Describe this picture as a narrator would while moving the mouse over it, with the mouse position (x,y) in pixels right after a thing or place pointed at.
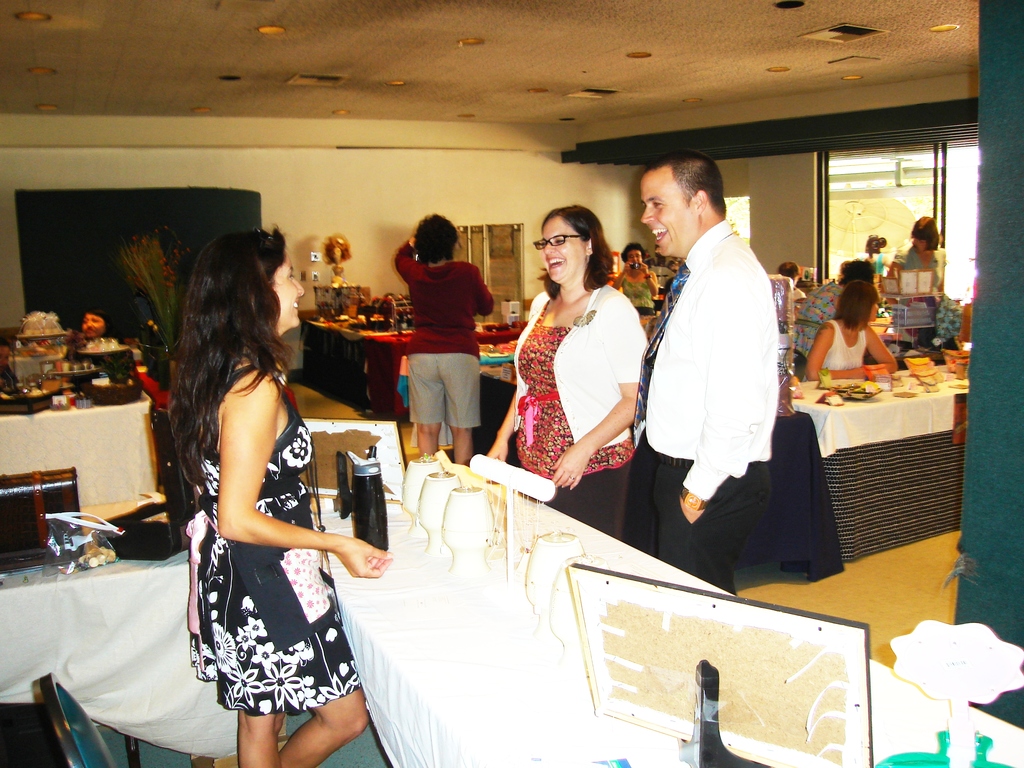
In this picture there are three members (264,635) standing. Two of them were women (246,385) and one of them was a man (676,367). All of them were smiling. In the background (820,331) there are some people (476,303) sitting and standing. We can observe some jars (485,552) placed on the desk (449,593) here. In the background (355,224) there is a wall (586,189) and a window (903,195) here.
